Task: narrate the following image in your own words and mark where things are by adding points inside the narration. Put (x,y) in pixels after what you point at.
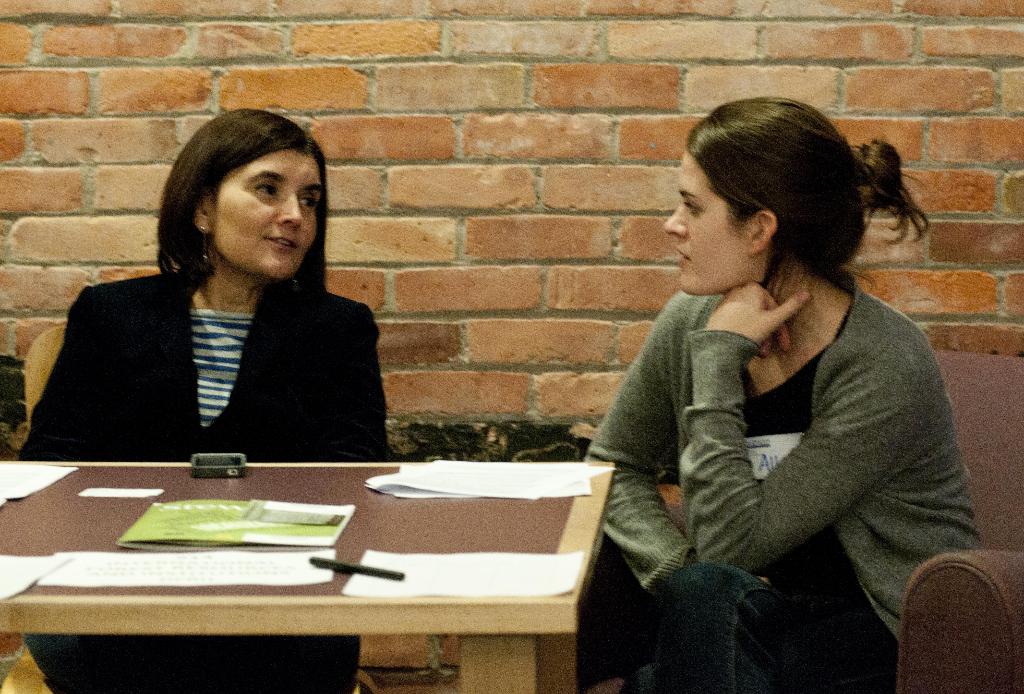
In this image on right (861,382) a lady (852,443) wearing sweater (732,469) sitting beside a lady (218,322) wearing black coat (265,334). In front of her on a table (267,595) there are papers (286,578), pen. In the background (520,75) there is wall (493,85).
